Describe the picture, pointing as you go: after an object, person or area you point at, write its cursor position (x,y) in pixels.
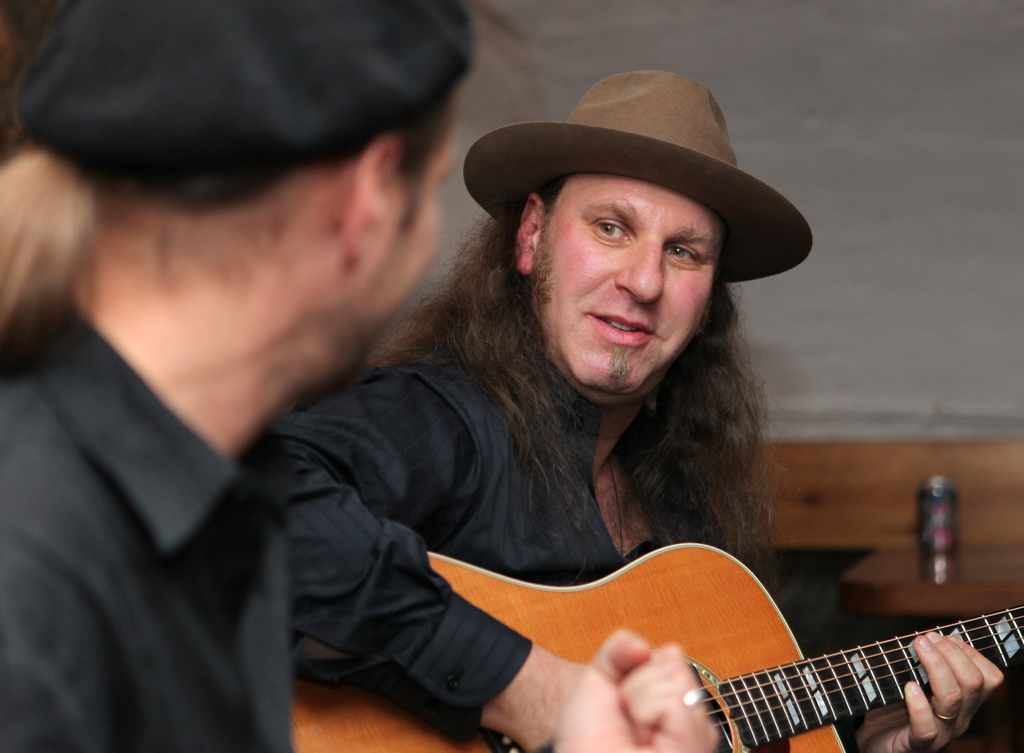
The person (665,152) wearing brown hat (648,175) is playing guitar (859,681) and there is another person (187,584) sitting beside him.
